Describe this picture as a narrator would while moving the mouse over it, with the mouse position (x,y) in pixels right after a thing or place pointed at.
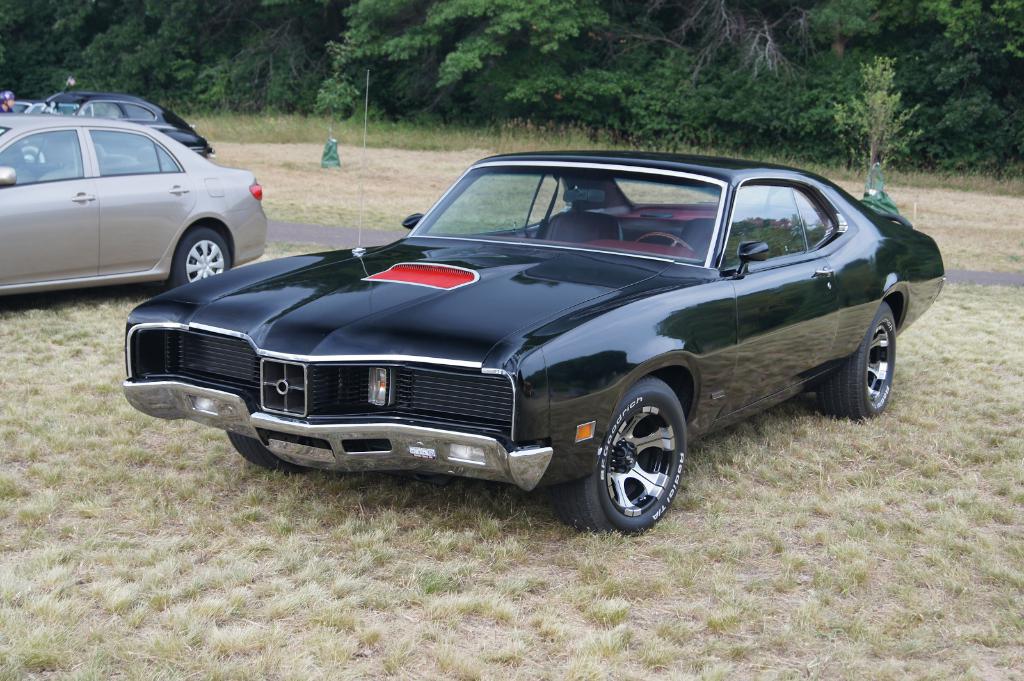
In this image I can see a car (585,308) which is black and red in color on the ground (664,524) and to the left side of the image (80,214) I can see few other cars (111,181) on the ground (121,300). I can see some grass (863,483), the road (970,281) and few trees (805,104) in the background (262,88).
